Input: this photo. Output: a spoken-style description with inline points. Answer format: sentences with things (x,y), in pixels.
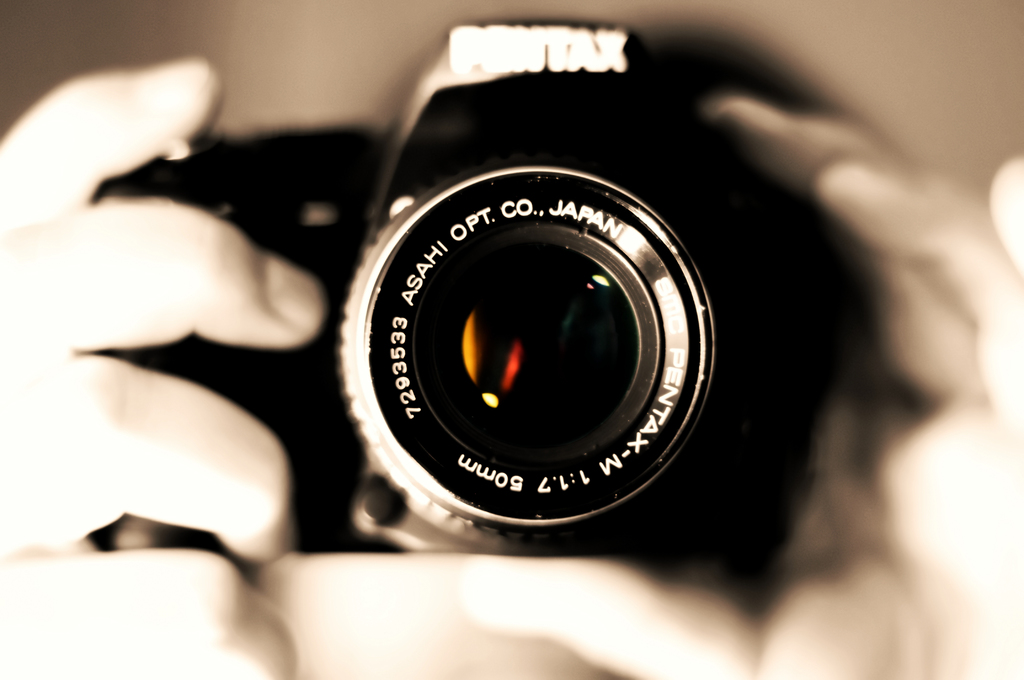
In this image we can see a person (75,230) is holding a camera (484,454).
